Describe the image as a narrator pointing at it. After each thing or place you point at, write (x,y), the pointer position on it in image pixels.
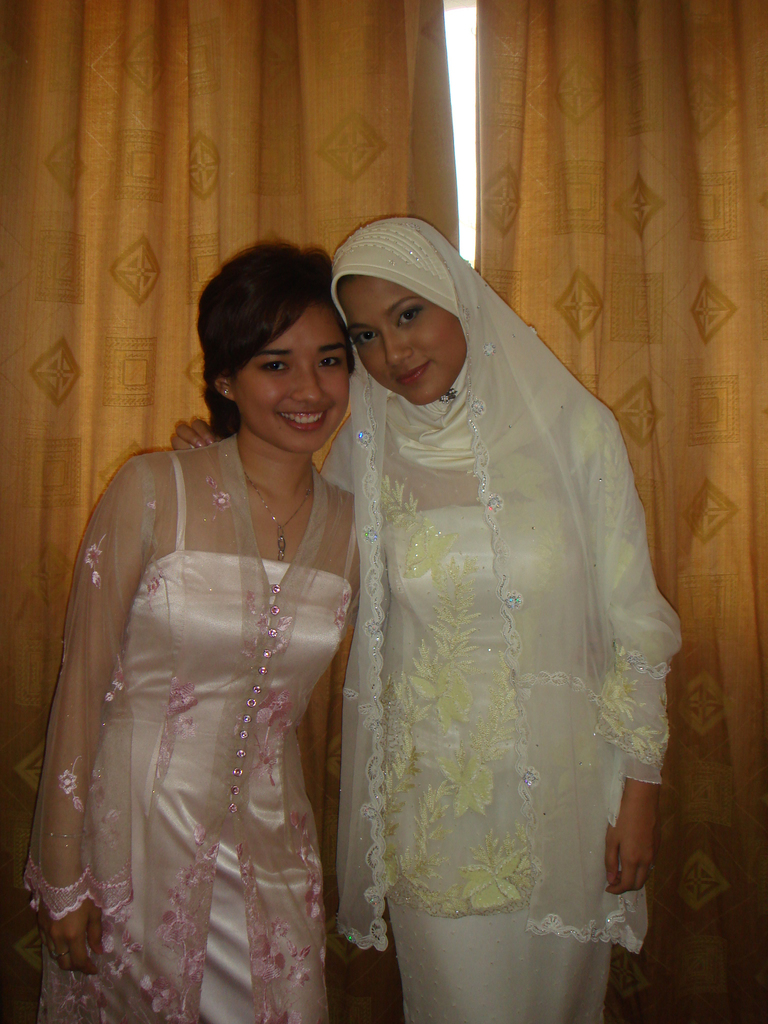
There are two persons (447,589) in the image. There is a curtain (429,133) behind the two persons (343,525).
